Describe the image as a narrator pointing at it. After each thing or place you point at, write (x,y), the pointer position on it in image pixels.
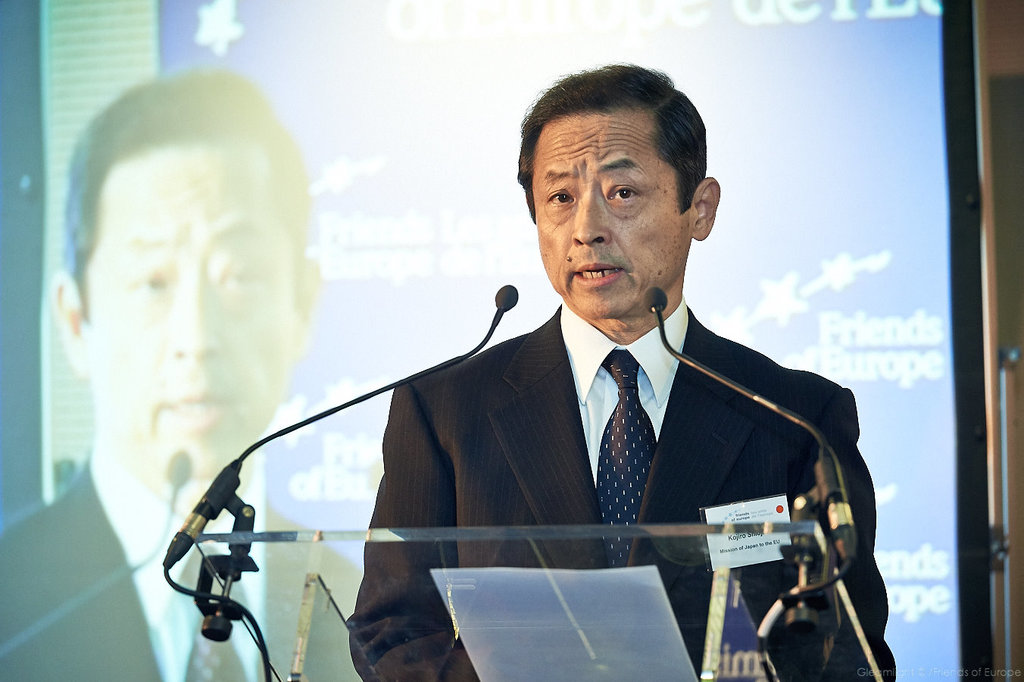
This image consists of a man (612,513) wearing a suit (502,424). In front of him, there are mics (201,532) fixed to the podium (563,529). In the background (965,469), we can see a screen (688,33).
